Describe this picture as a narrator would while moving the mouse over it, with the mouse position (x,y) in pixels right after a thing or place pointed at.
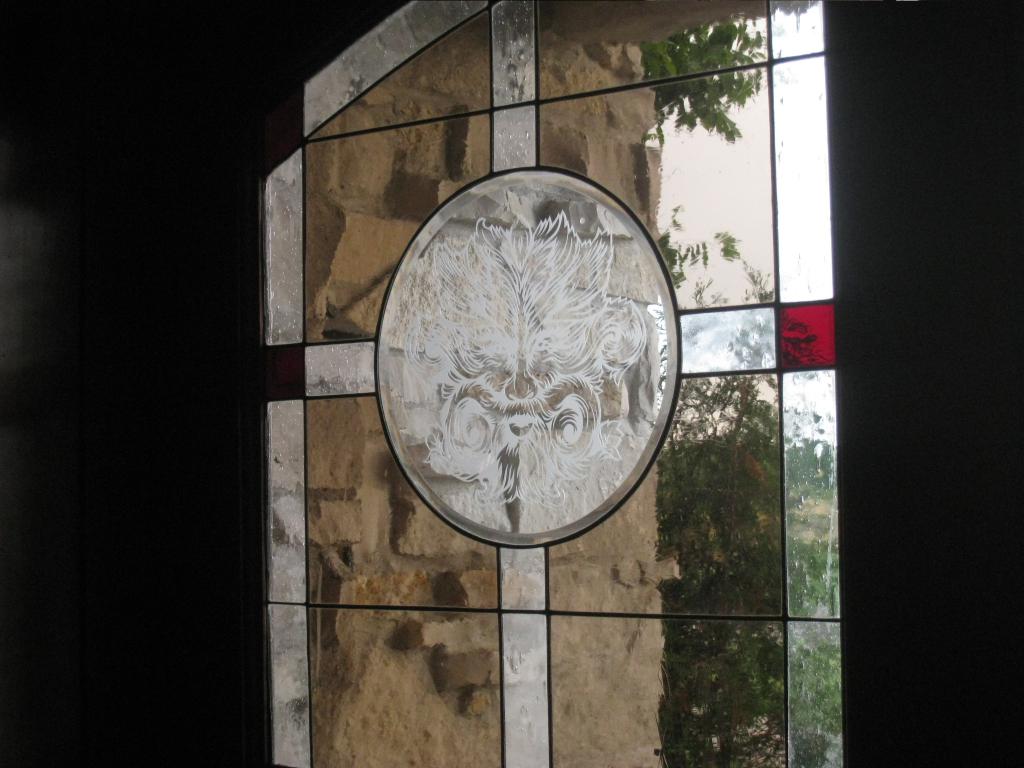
In the front of the image (766,384) there is a designed glass (479,640). Through the glass (581,386) I can see a wall (468,106) and trees (774,649). On the left side of the image (265,12) and right side of the image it is dark.
